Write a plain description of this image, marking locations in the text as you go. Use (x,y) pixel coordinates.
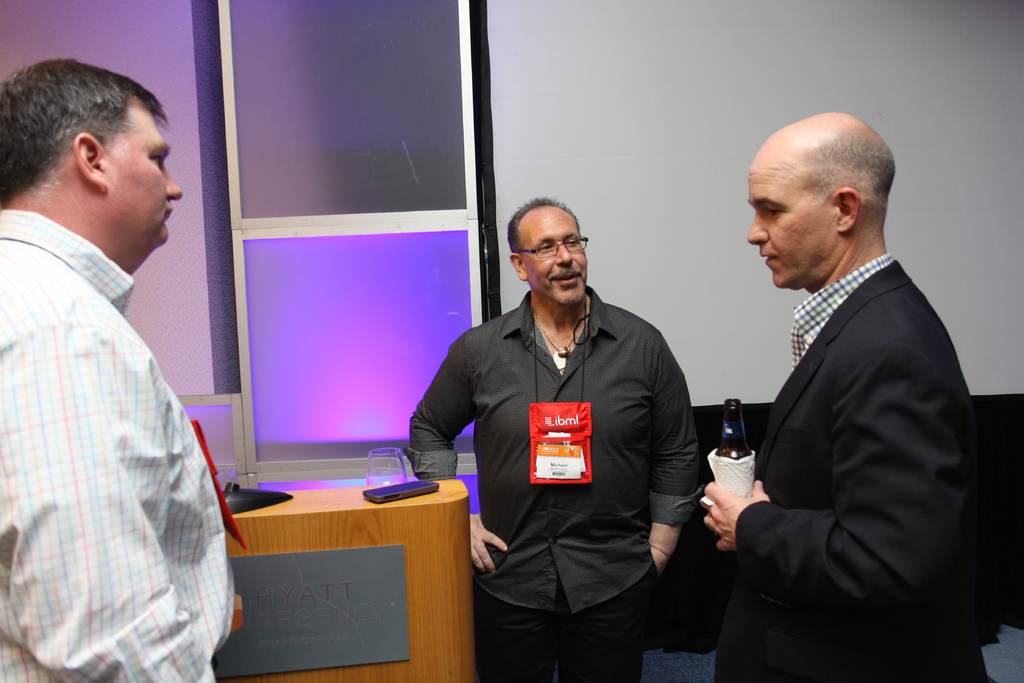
In this picture there are three men (533,590) standing, at the left (104,206) there is a person (184,608) standing and looking at the person (486,542) who is in front of him. There is another person (876,576) who is standing at the right (867,389), the person (848,365) who is on the right (876,400) is holding a beer bottle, In the backdrop (457,486) there is a table (386,539), there is a glass (371,470), and a smart phone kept on the table (449,537).
